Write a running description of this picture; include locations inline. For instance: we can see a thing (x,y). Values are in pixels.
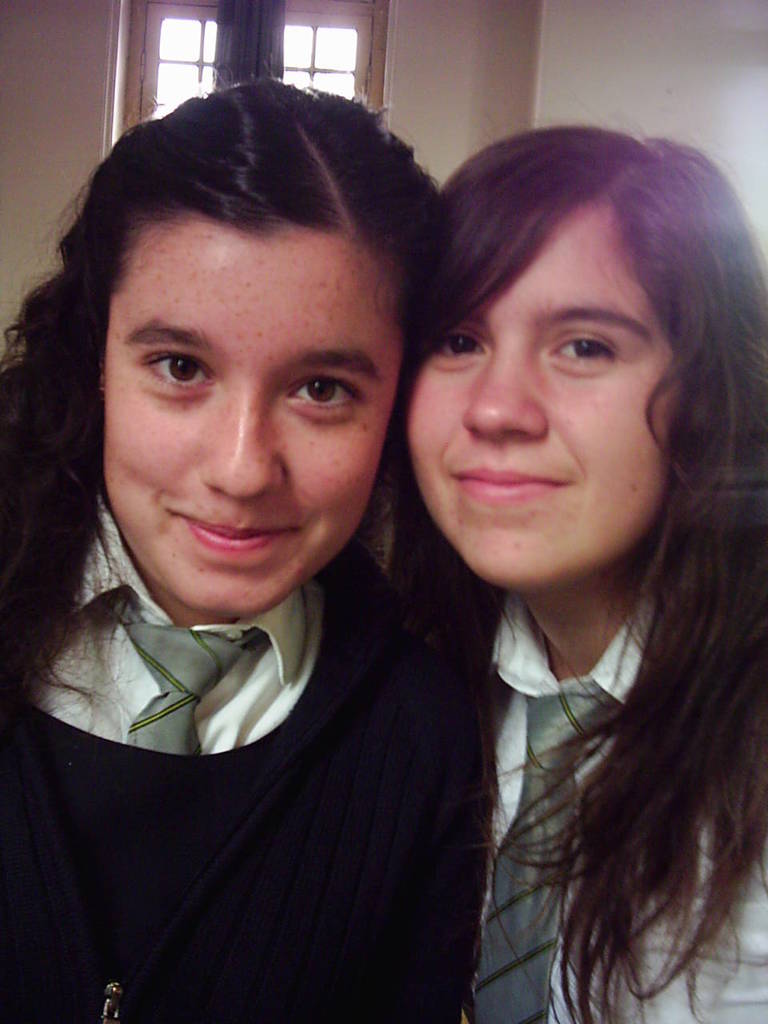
On the left side (241,689), there is a girl (277,717) in black color jacket (285,769), smiling. On the right side (733,557), there is a girl (733,473) in white color T-shirt (749,935), smiling.
